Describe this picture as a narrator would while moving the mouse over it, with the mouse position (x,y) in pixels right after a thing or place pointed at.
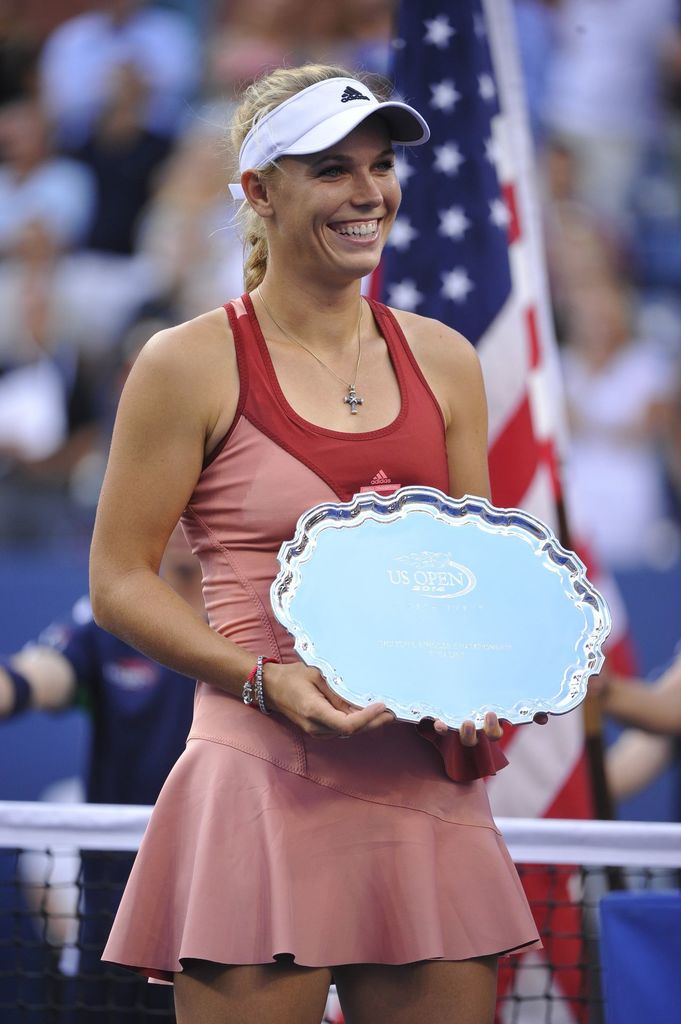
In this image we can see a lady (261,218) wearing a cap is holding something in the hand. In the background (471,327) there is flag (457,295). And also there are people (119,136). And there is a net (94,860).
